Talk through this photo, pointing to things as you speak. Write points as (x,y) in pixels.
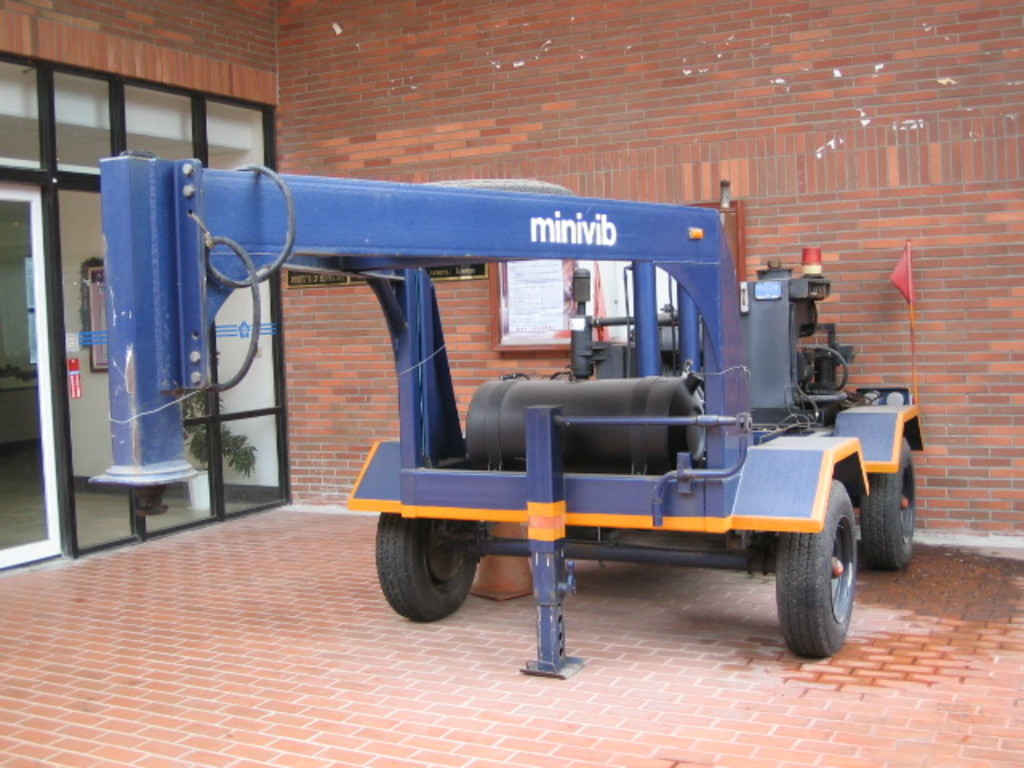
In the image there is a vehicle (130,267) parked outside a door (15,515) and the wall (623,124) behind the vehicle (111,195) is a brick wall (670,85) and in the left side (59,491) there is a door (39,499) and It is made up of glass (65,260).
